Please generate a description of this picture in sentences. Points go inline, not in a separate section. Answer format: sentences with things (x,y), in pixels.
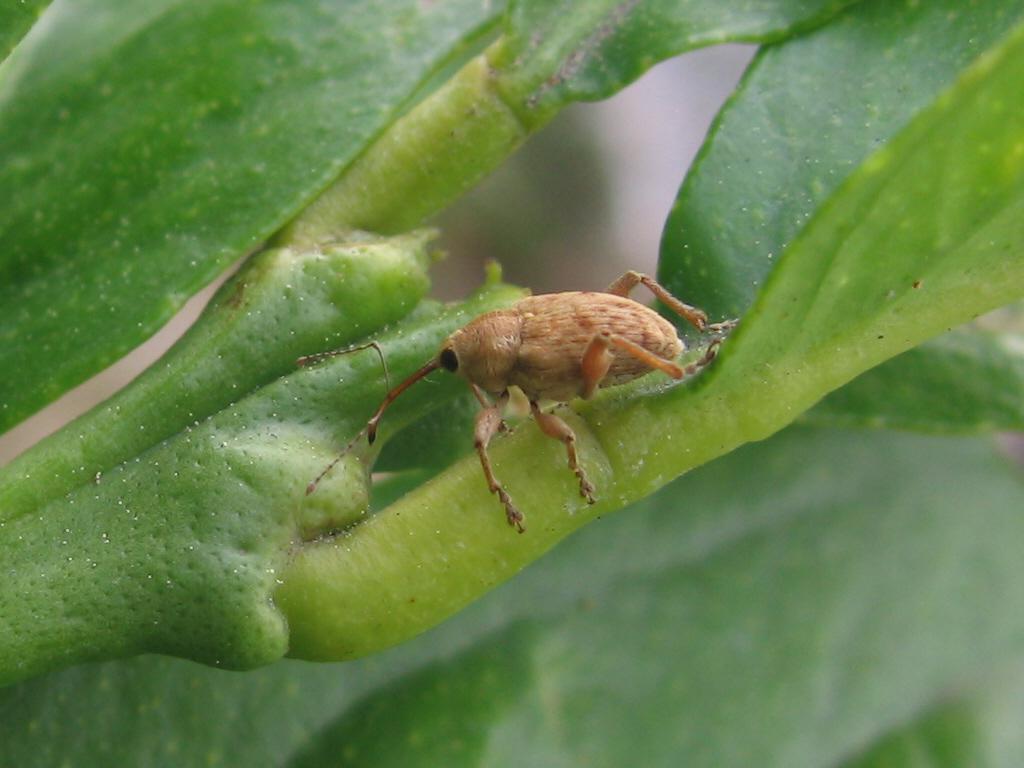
In this picture I can see there is a bug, there is a stem (56,559) of a plant (604,587) and the backdrop (586,588) is blurred.
